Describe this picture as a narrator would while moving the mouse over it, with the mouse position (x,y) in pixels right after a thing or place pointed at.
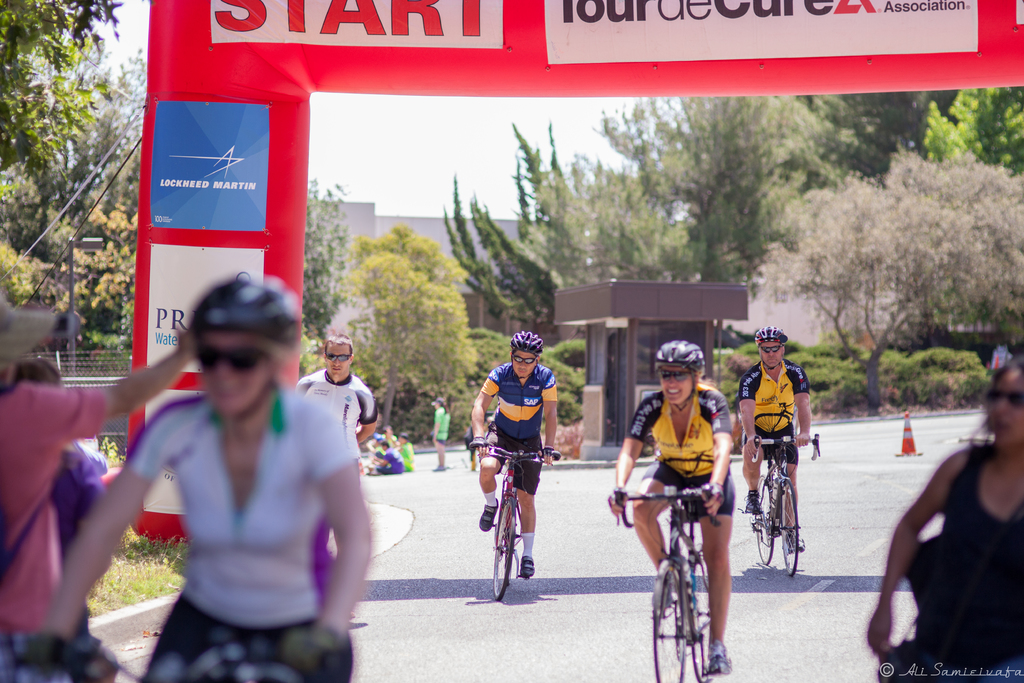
On the background (419,272) we can see house (487,325), trees (569,207), plants (361,268). This is a banner (909,23). We can see a booth (594,304) here. We can see persons (757,431) riding bicycles (786,447) wearing helmets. We can see a woman (996,543) and a man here standing on the road (850,534). This is a traffic cone (910,445). We can see few persons (410,460) sitting on a road (450,469).
